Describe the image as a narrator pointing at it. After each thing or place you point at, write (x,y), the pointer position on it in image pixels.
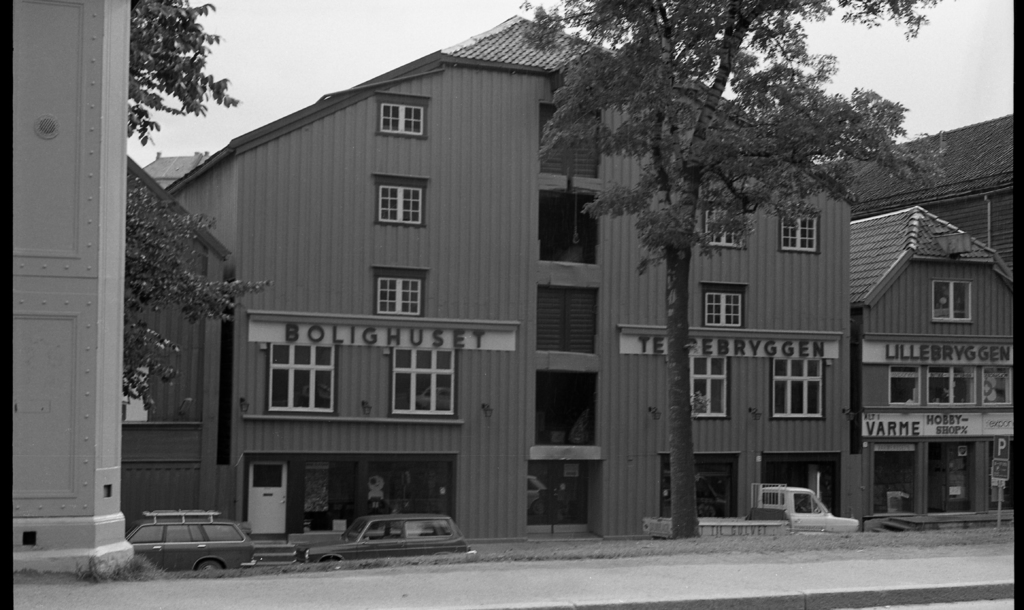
This is a black and white picture. This picture is clicked outside the city. At the bottom of the picture (645,576), we see the road (462,588) and the vehicles (421,546) are parked beside the buildings (318,517). In the middle of the picture (675,390), we see a tree (648,239). On the left side (163,91), we see a tree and a white pillar (82,343). There are buildings (622,297) in the background (479,188). At the top (338,40), we see the sky (274,37).
